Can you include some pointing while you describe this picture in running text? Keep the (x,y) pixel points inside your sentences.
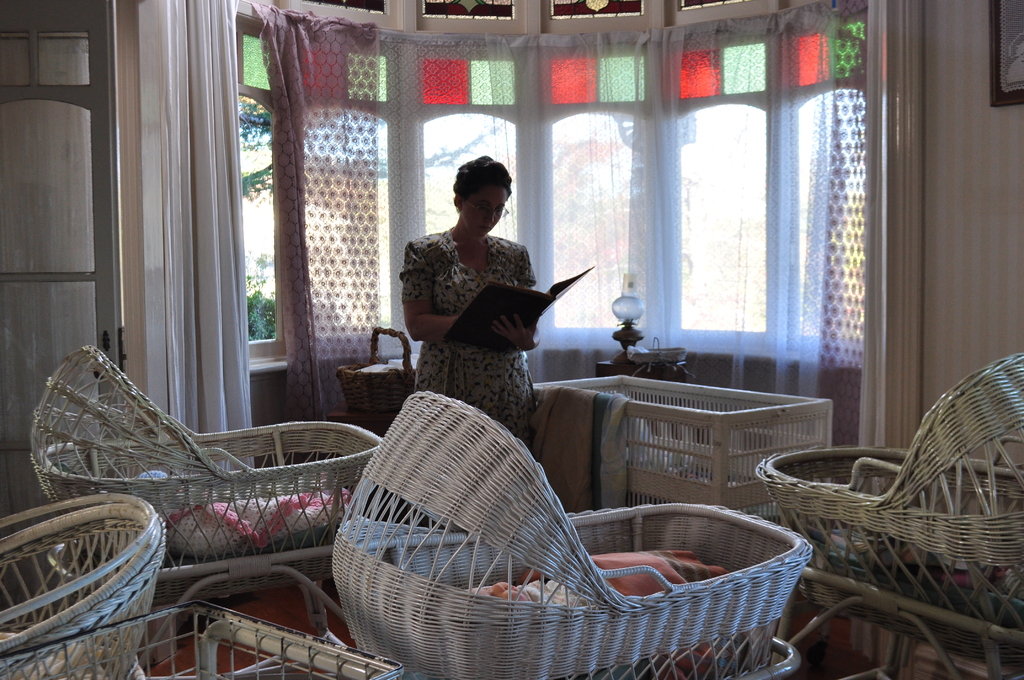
In this image, we can see some bassinets (487,455). There is a door (69,303) on the left side of the image (51,340). There is a person (473,397) in the middle of the image (481,401) wearing clothes (449,278) and holding a file (529,301) with her hand (518,323). There is a window (598,140) at the top of the image (509,135). There is a wall (937,266) on the right side of the image (985,313).
